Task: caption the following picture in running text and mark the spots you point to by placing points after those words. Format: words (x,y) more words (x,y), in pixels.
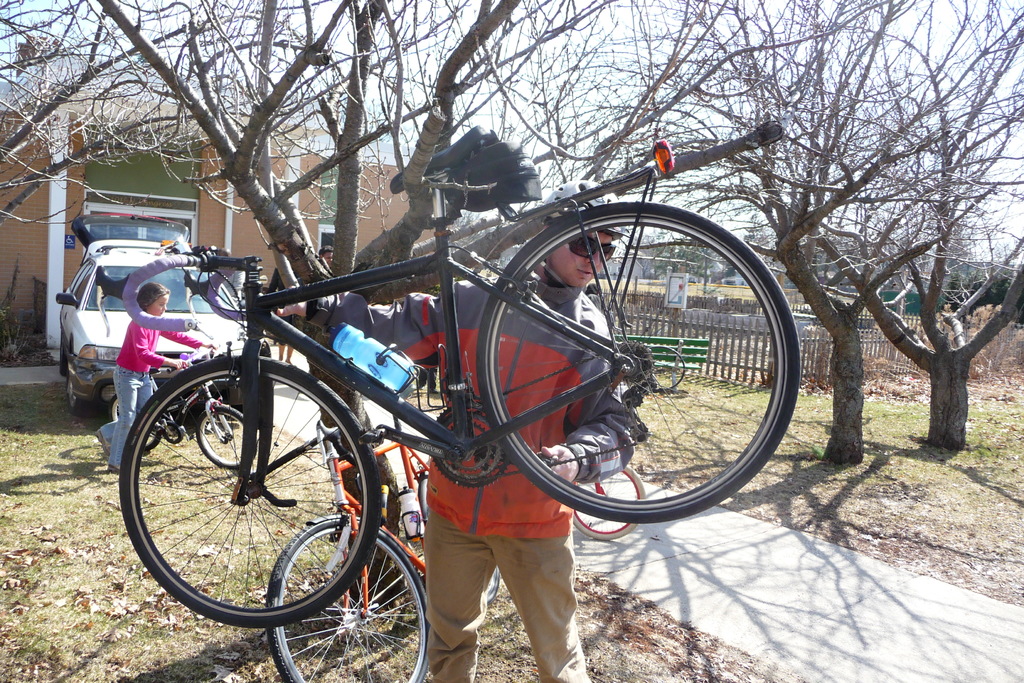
In this image we can see a man (565,473) is carrying bicycle (485,416). Behind the man (478,413) dry trees (356,124), buildings (121,183), fencing (756,335), car (81,331) and cycles (318,435) are there. And we can see one girl (147,377) is holding one bicycle (206,404). Left bottom of the image (85,498) grassy land (98,608) is there with some dry leave (80,599).
